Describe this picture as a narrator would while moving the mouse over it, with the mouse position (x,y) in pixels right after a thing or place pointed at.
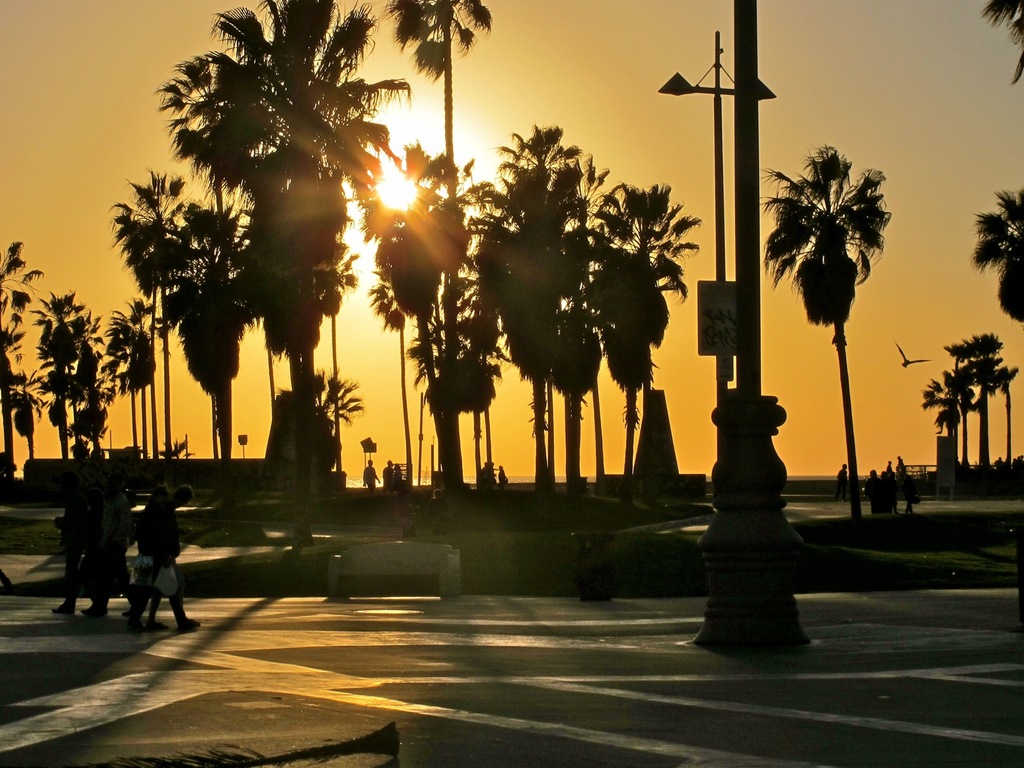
In this image there are people (140,544) walking on the road (231,668). Right side (745,526) there is a pole (747,547) on the pavement (1017,647). Behind there is a board (719,309) attached to a street light (711,91). There are people (885,489) walking on the path (928,501). There are trees (218,383) on the grassland (637,519). Right side a bird (928,357) is flying in the air (891,375). Background (891,375) there is sky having a sun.
